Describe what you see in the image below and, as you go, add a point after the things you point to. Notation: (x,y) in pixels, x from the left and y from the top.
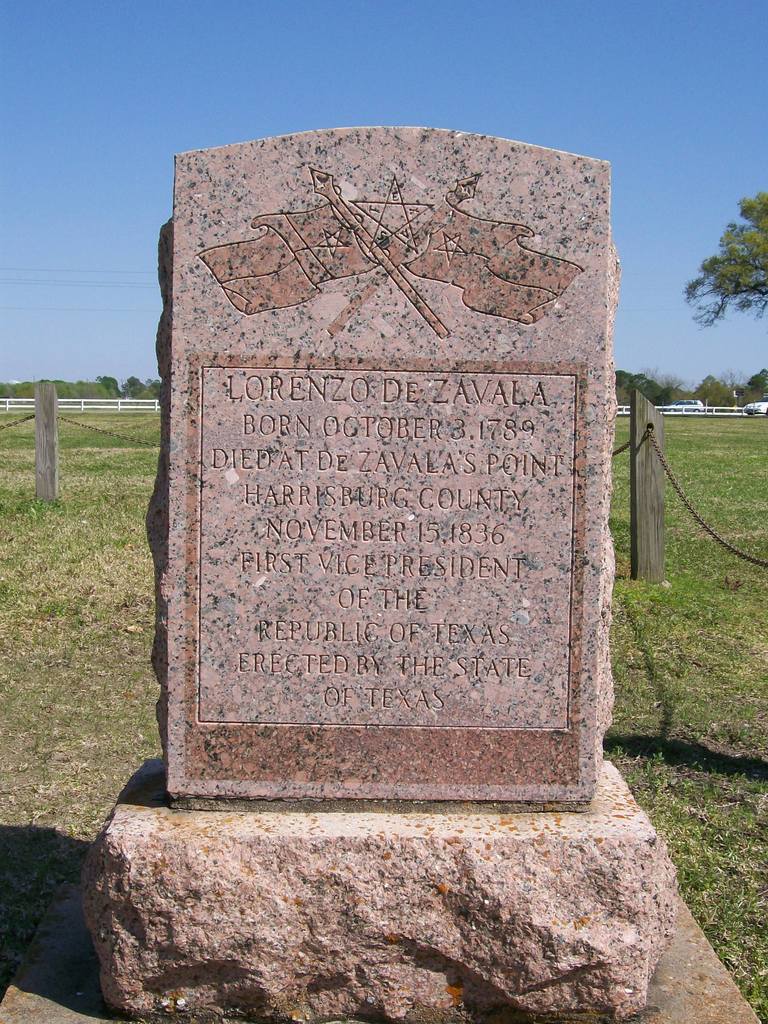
In this picture there is a stone (220,578) in the foreground (352,472) and there is text (426,500) on the stone (537,485). At the back (634,501) there is a railing (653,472) and there are trees (748,299) and vehicles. At the top (146,202) there is sky (150,193) and there are wires (120,309). At the bottom (31,744) there is grass (98,645).
